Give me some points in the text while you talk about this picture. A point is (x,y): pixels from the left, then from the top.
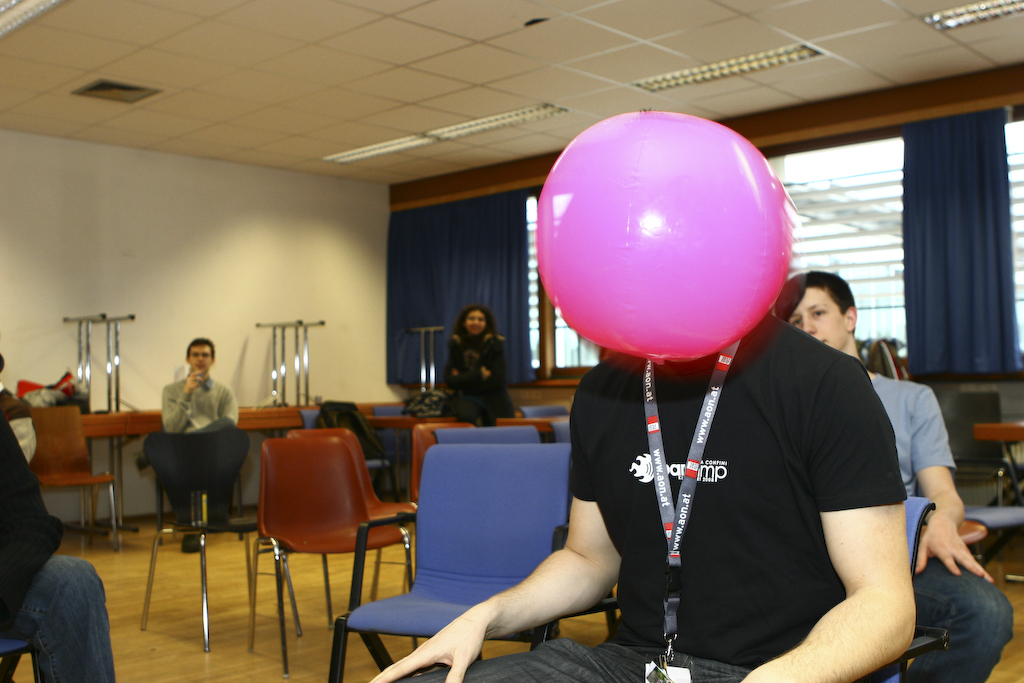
Here we can see a man (612,545) with a t shirt (810,498) sitting on a chair (920,641) and his face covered with a balloon (742,189). There is man (955,519) sitting on a chair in the back (931,415) on the right side (939,499). Here a woman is sitting on a chair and there is man (199,343) sitting here.
